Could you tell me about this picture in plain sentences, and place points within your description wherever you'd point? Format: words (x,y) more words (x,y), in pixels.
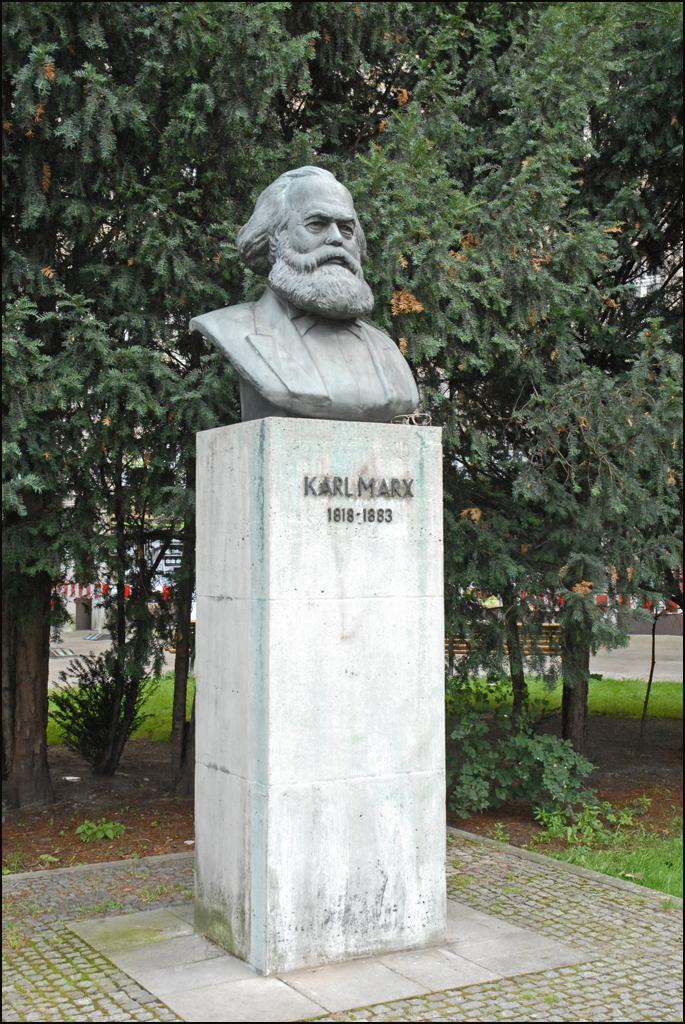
In this image I can see the person statue (348,368) on the concrete-stand (386,518) and something is written on it. In the background (463,461) I can see few trees (330,100) and few objects (531,646).
